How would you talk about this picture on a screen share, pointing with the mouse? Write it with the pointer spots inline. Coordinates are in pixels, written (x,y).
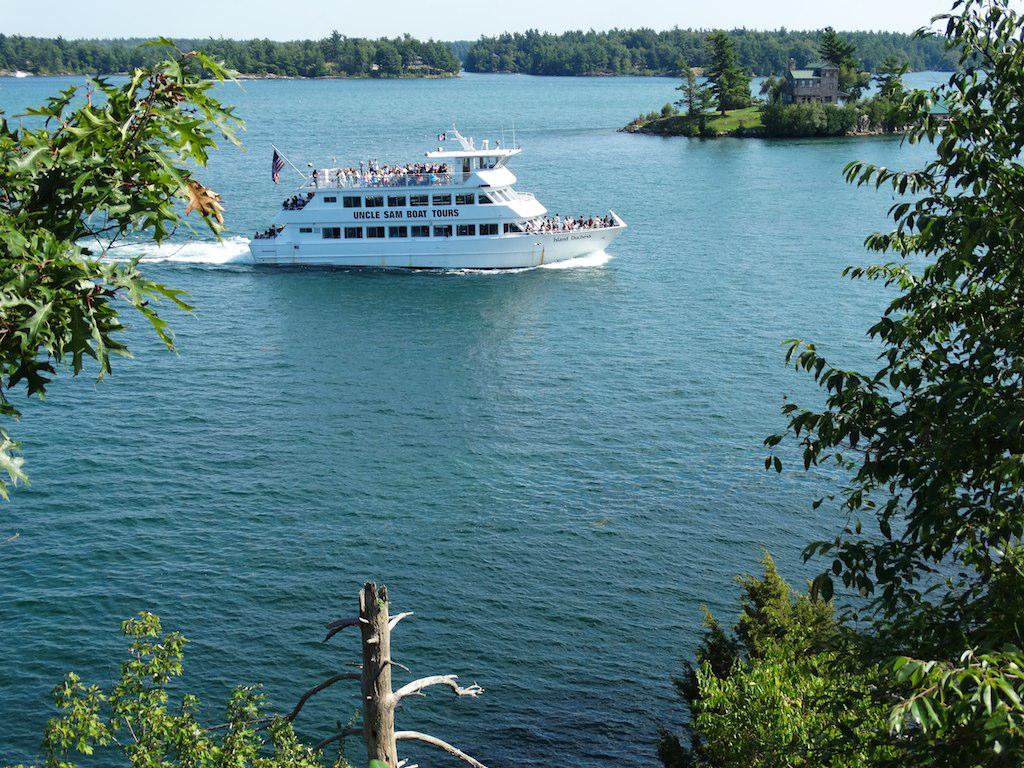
In this picture, we see water (639,475) and this water (657,386) might be in the sea (624,192). In the middle of the picture (522,261), we see a ship (396,239) is sailing on the water (219,313). On either side of the picture, we see trees (846,413). At the bottom (326,684), we see the stem (363,674) of the tree (363,674). There are trees (560,45) and a hut (826,96) in the background (821,79). At the top (419,19), we see the sky (340,13).
